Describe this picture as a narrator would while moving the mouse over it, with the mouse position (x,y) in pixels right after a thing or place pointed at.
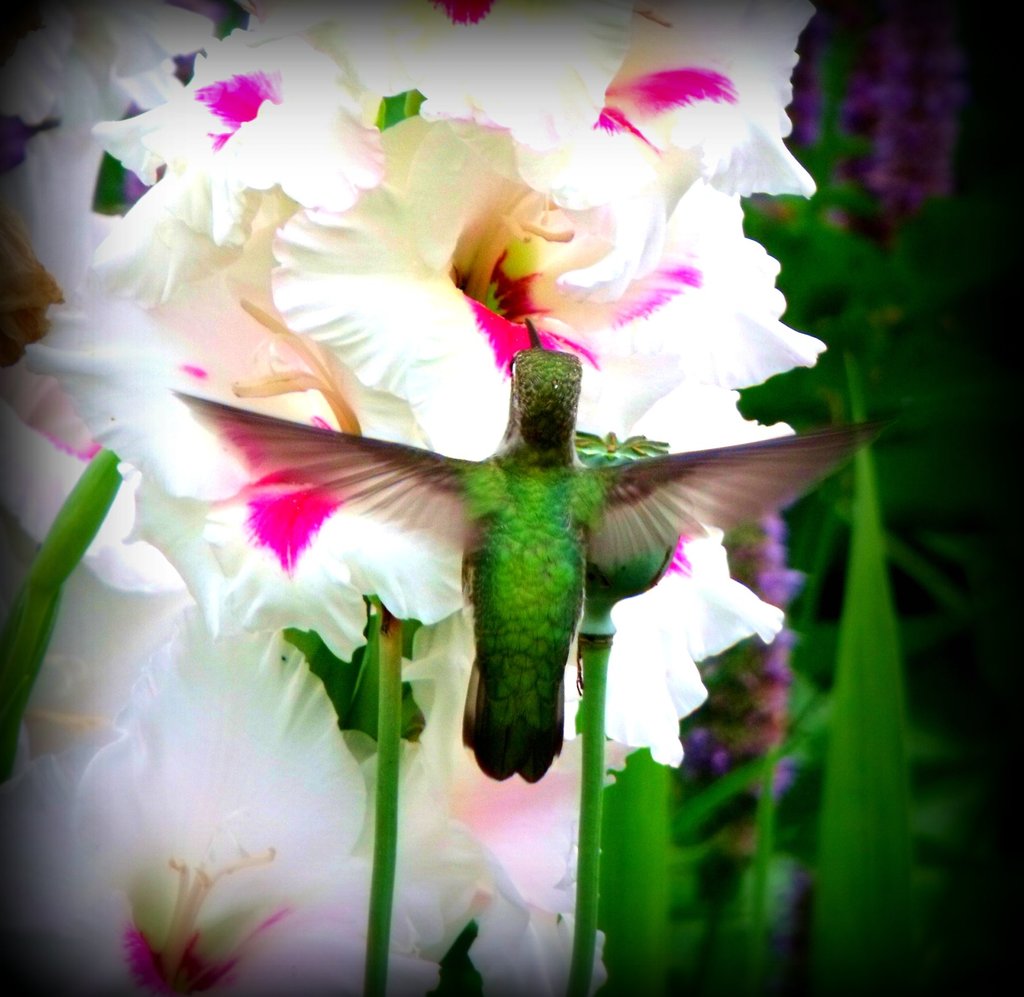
In the image in the center (398,359) we can see plants (308,343) and flowers (345,514), which are in white and pink color. On flowers (482,801), there is a bird (492,617), which is in green color.
